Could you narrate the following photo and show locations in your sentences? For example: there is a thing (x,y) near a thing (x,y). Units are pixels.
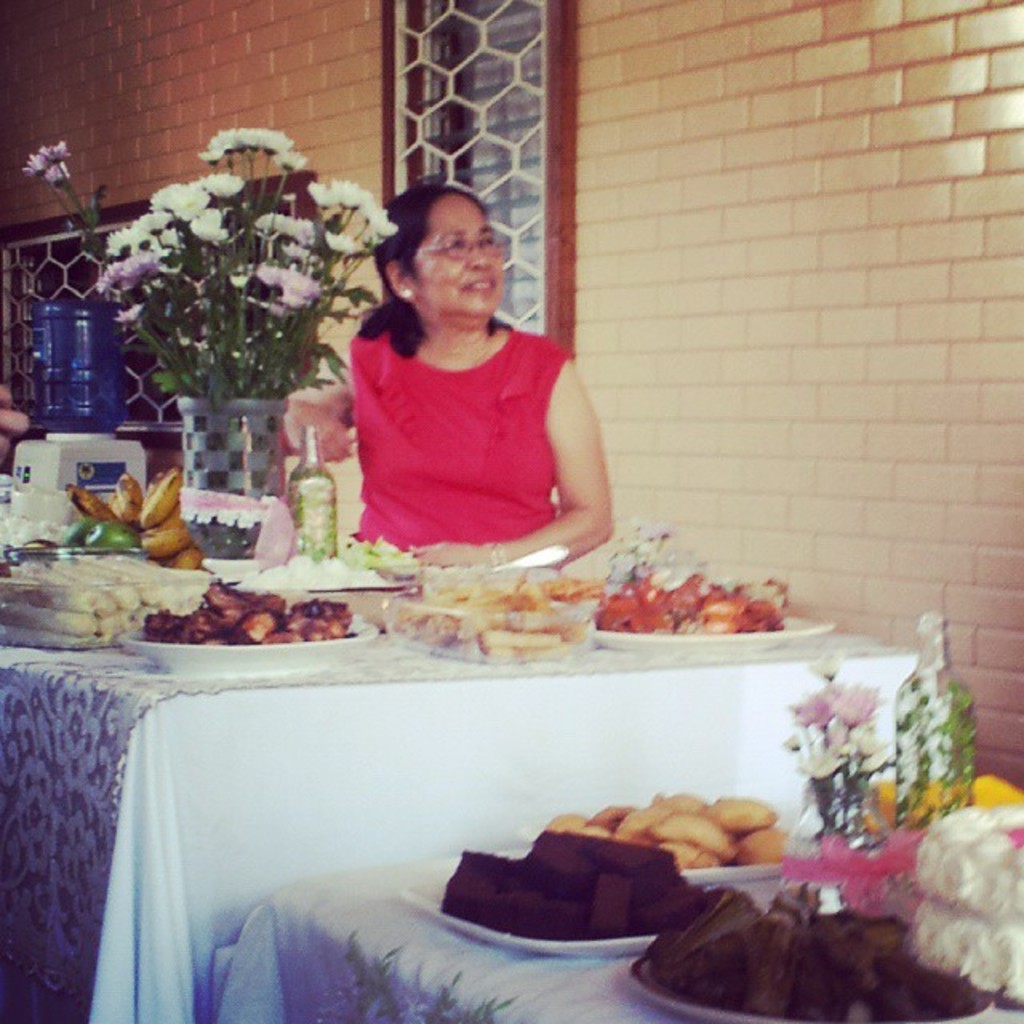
In this image, women (454,472) in red color is near to the white color table (181,739). there are so many items (745,838) are placed on it. Here we can see flower vase (248,447), flower (251,238), can (77,375). And here right side (822,389), cream color tile wall (815,428), wooden window (574,229) and glass (488,156) here.
